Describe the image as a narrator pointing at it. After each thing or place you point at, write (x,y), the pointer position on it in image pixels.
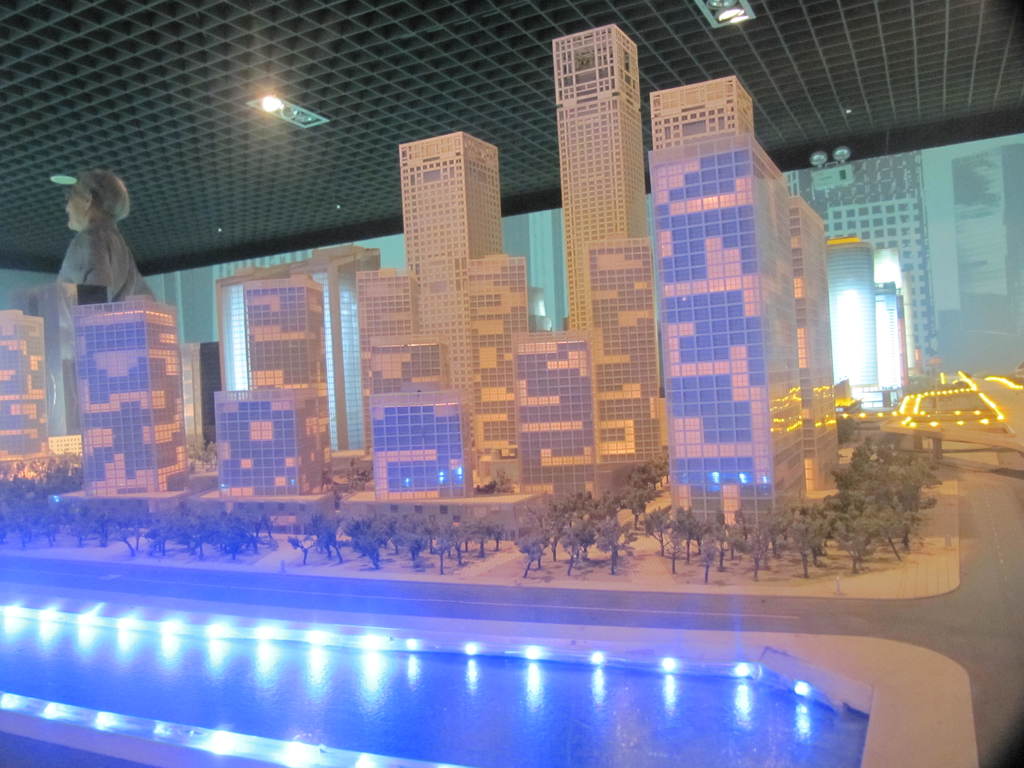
In this picture we can see water (724,681), here we can see buildings (383,509), trees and a statue of a person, lights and in the background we can see a roof (826,119).
